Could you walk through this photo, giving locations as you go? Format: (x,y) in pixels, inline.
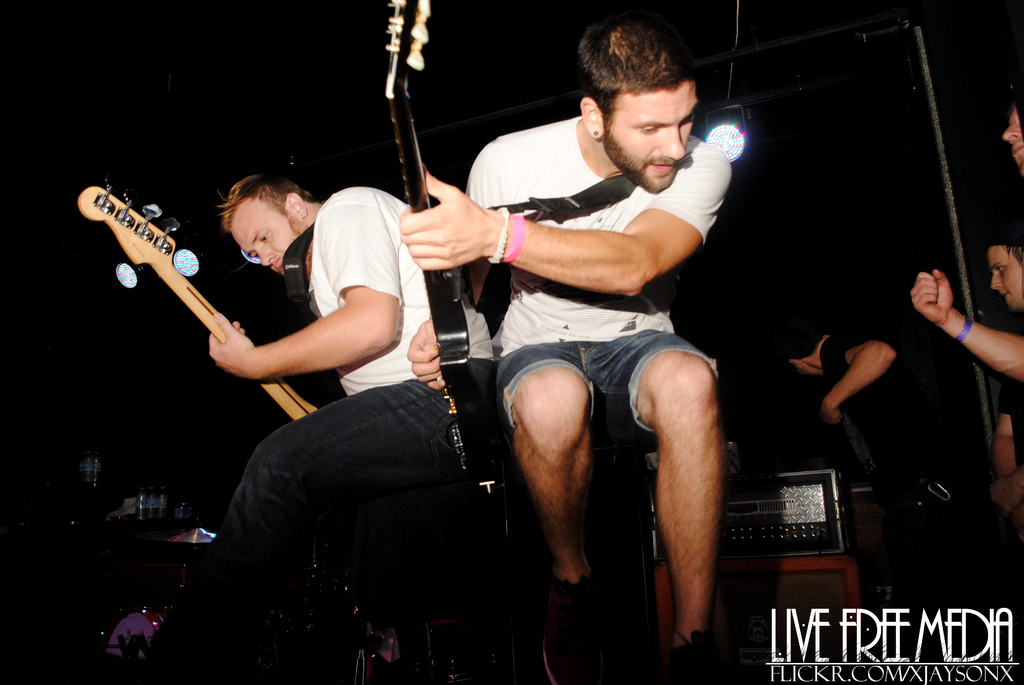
This picture shows a two men (469,318) playing a guitars (437,315) in their hands (421,264) on the stage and there are some people (882,361) standing on the right side (1012,136).
